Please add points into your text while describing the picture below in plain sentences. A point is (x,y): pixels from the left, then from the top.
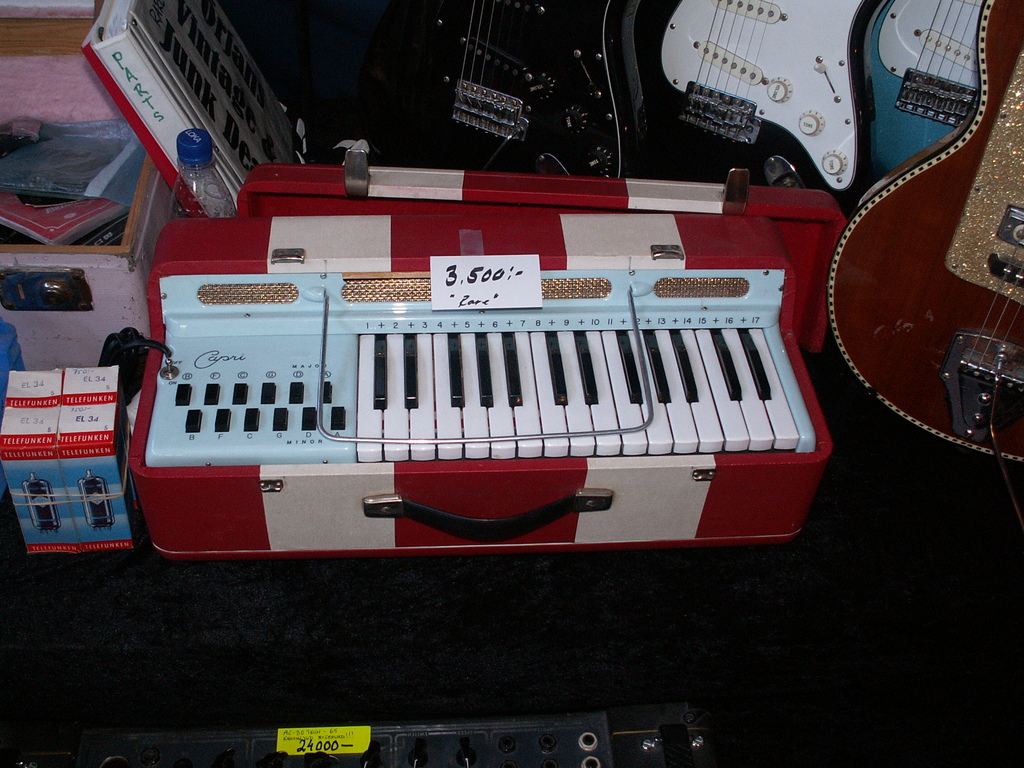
In this image I can see many musical instruments (696,316). These instruments (787,251) are colorful. To the left (185,175) there is a bottle (186,212) with blue cap (185,149), box (36,253) and the items (75,180) inside the box (33,276). There is a paper (456,296) and it is attached to the instrument (435,489).
